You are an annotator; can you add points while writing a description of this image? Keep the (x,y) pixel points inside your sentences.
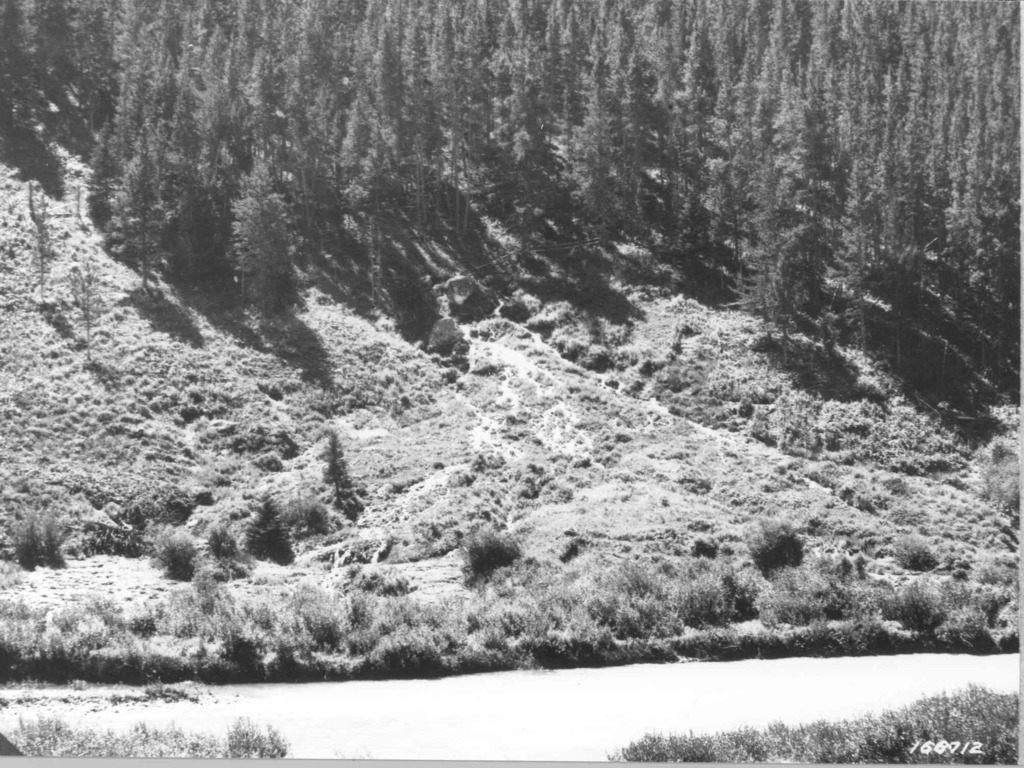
In this black and white picture there is a hill (319,533) having grass (510,457), plants (502,570) and trees (392,131). Bottom of image (127,752) there are few plants (961,705) on land (81,724).
